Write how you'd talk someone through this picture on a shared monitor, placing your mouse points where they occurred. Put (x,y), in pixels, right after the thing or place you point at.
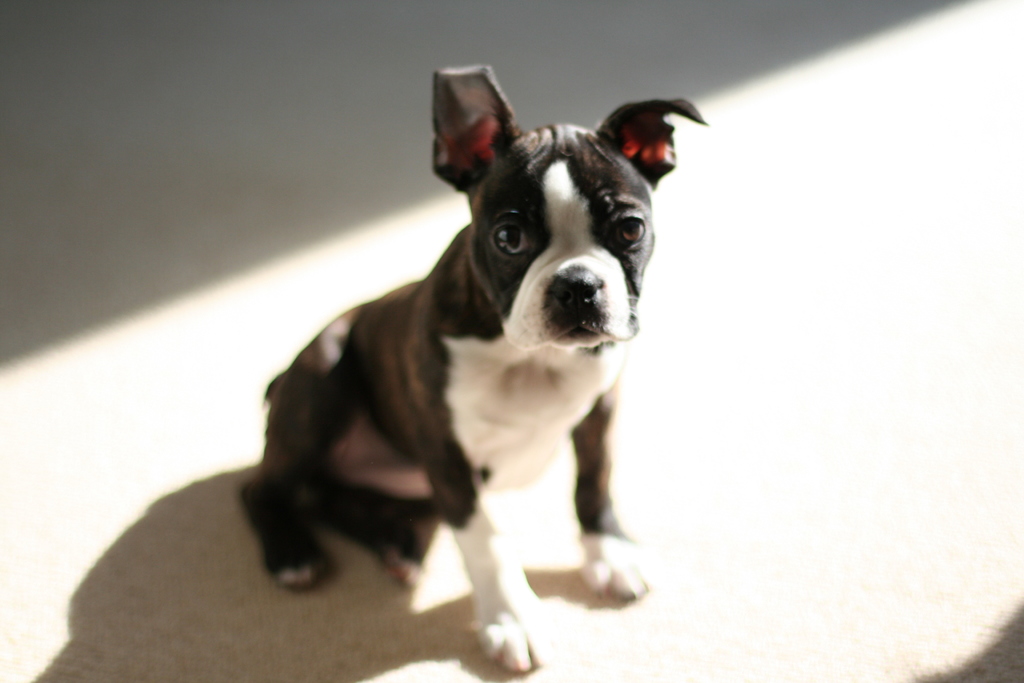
In the picture we can see a dog (300,564) sitting on the white color floor (433,615) and the dog (345,510) is black and some part (502,595) is white in color.
